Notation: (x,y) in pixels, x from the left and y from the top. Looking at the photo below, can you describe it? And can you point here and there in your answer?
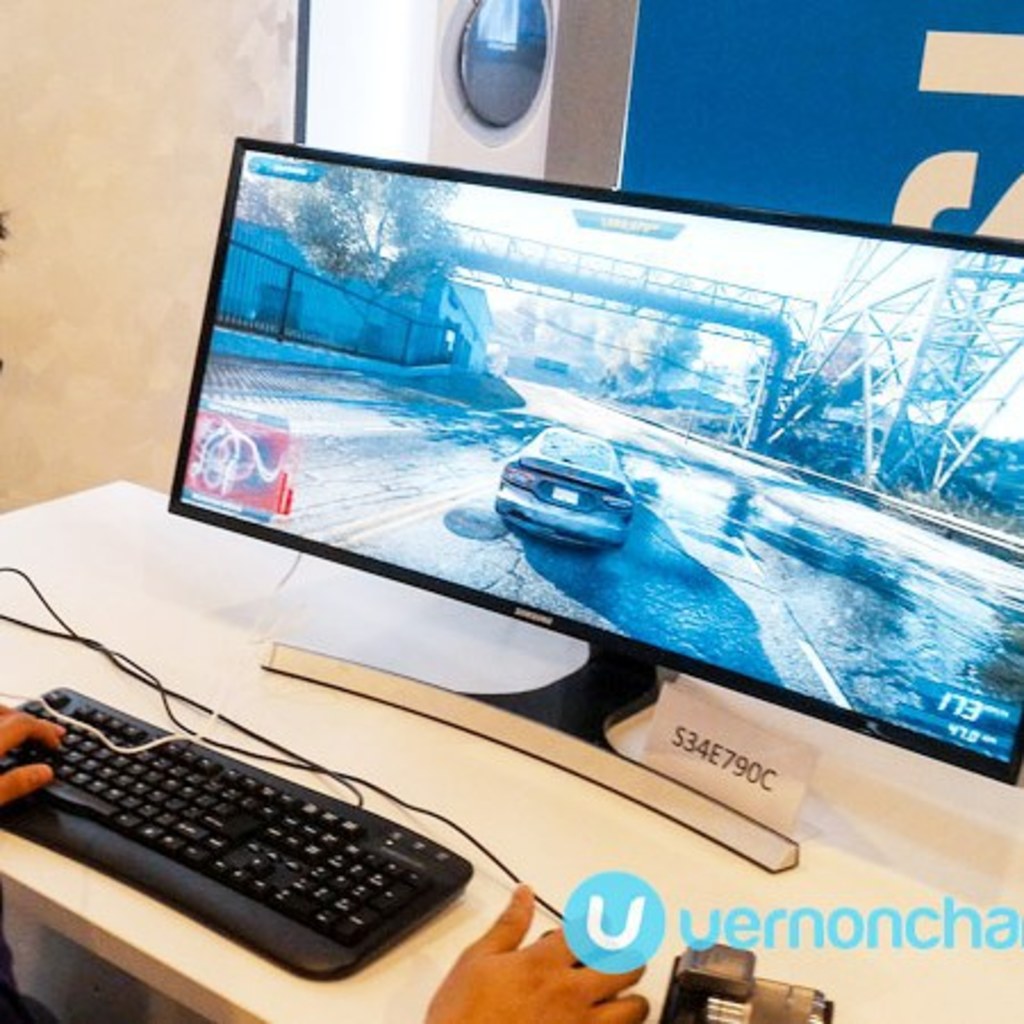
In this image I can see a system (665,448) and persons hands (459,1023) on the table (272,685). In the background (589,93) there is a board (814,103) to the wall (117,101).
